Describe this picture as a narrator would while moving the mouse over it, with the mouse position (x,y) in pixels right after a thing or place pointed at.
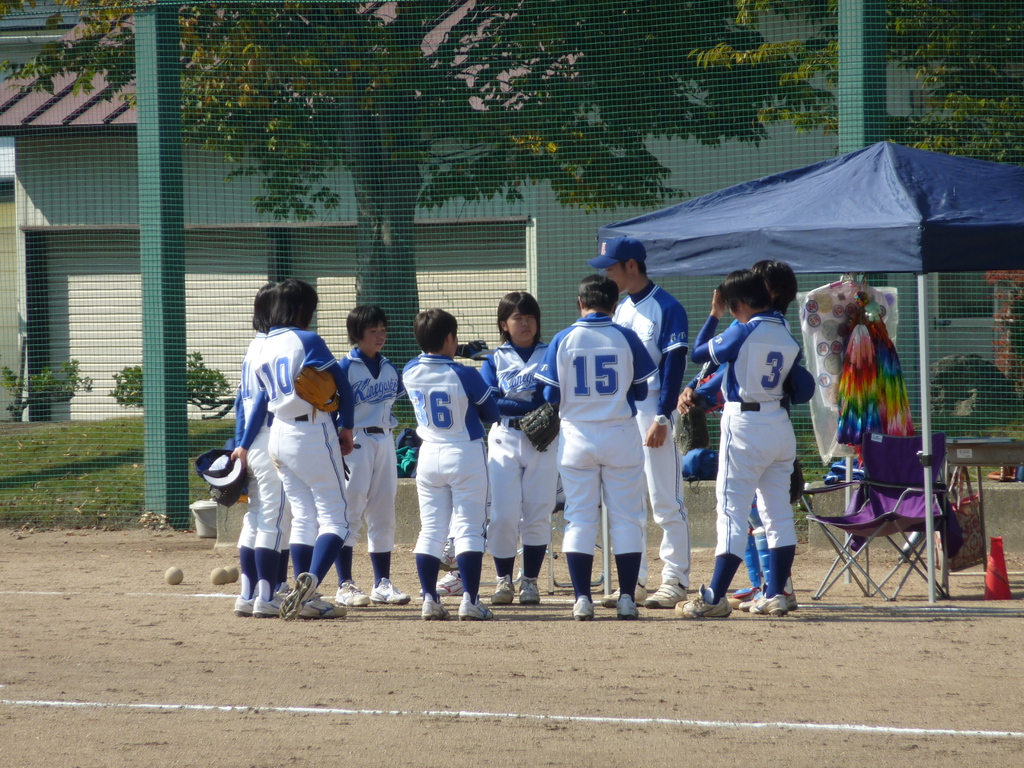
In this image, there are a few people (652,468). We can see a tent (991,216), a chair (890,509) and some objects (878,362). We can see a house (390,12) and some poles (148,20). We can see the net (666,157) and the ground (10,620) with some objects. We can see some grass (125,441), plants (202,370) and trees (386,43).
